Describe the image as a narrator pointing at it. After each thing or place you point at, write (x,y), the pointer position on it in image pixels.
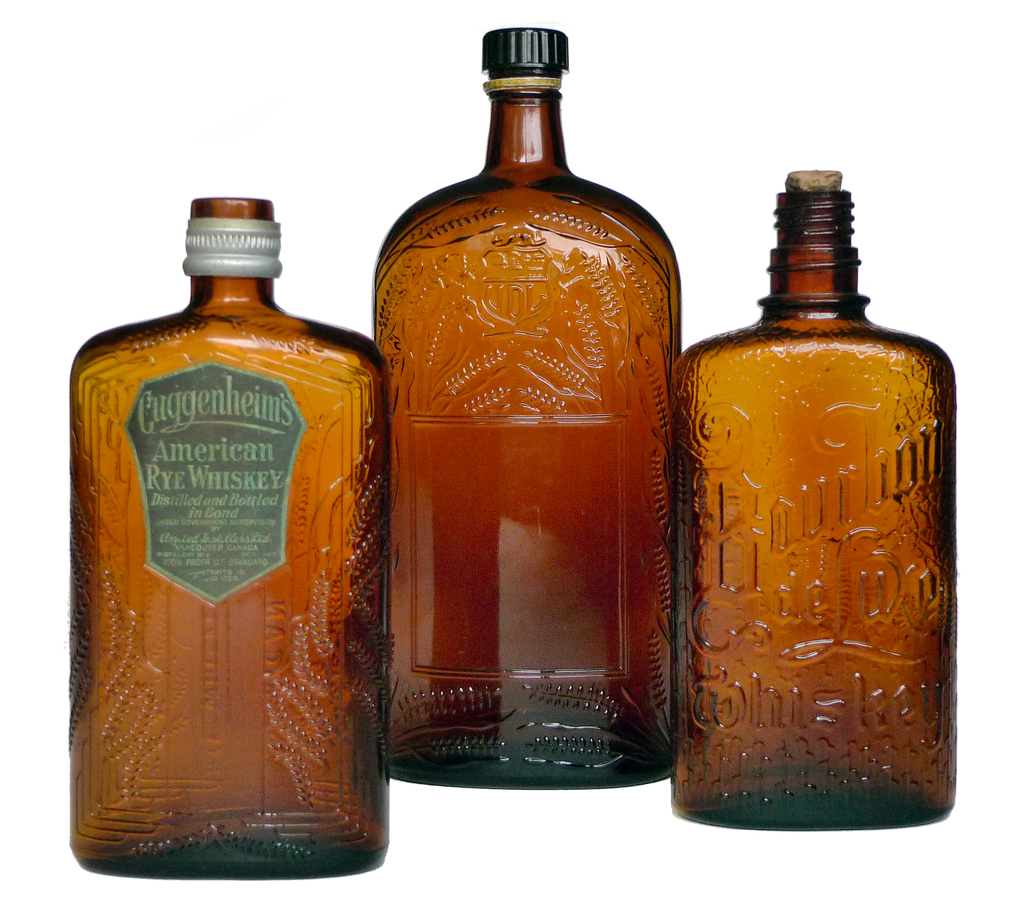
There are three glass bottles (556,533) and the background (319,125) is white in color.
